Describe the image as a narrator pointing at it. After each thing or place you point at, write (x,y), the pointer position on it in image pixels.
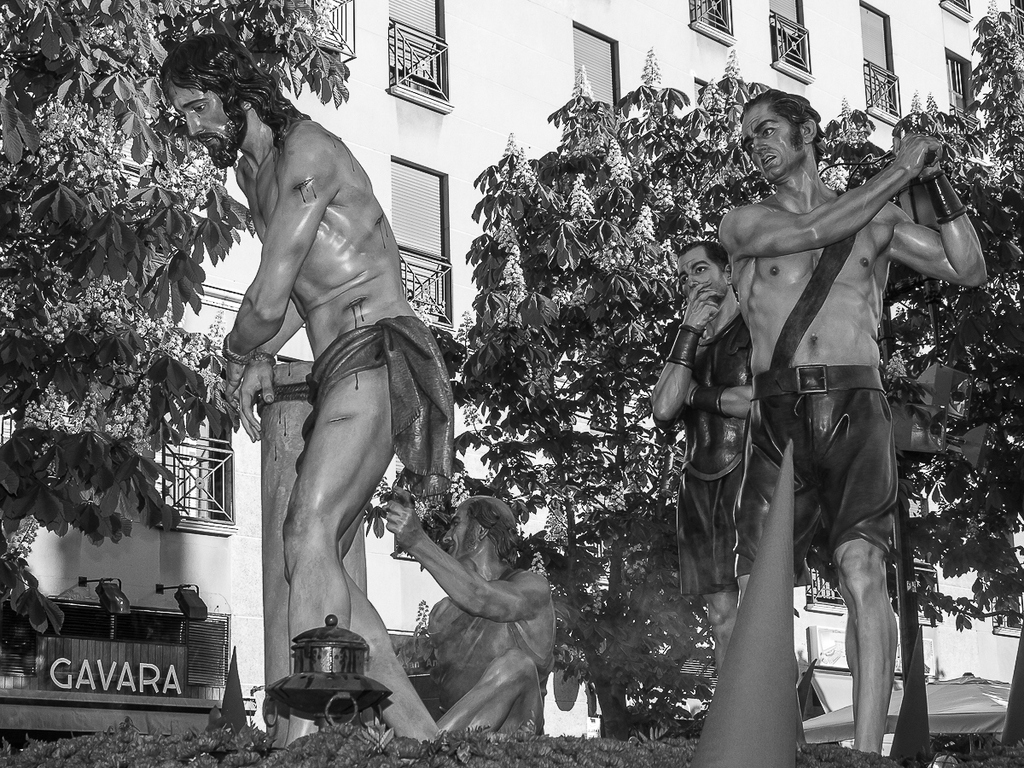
This is a black and white picture. In the background (358,89) we can see a building (857,24). In this picture we can see statues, letter boards (142,691), lights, trees (57,629) and few objects (977,731).
